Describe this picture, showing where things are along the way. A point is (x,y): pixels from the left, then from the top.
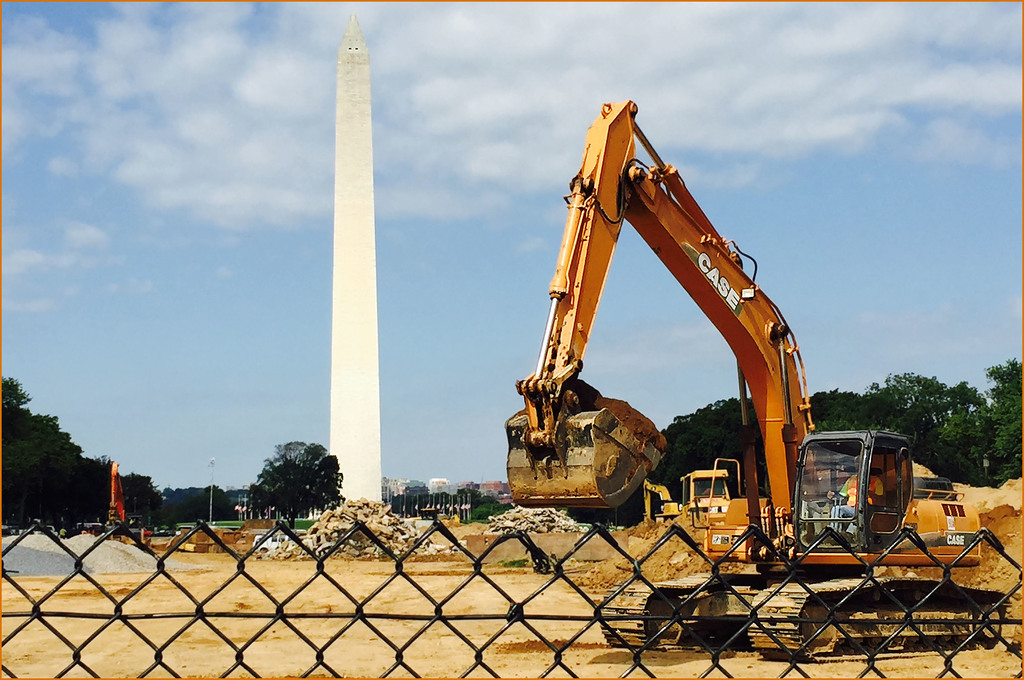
At the bottom of the image (473,573) there is a fencing (577,643). To the right side of the image (771,638) there is an excavator (794,342). In the background of the image (348,488) there is a memorial (362,491). There is sky (532,250). There are trees (48,462).
